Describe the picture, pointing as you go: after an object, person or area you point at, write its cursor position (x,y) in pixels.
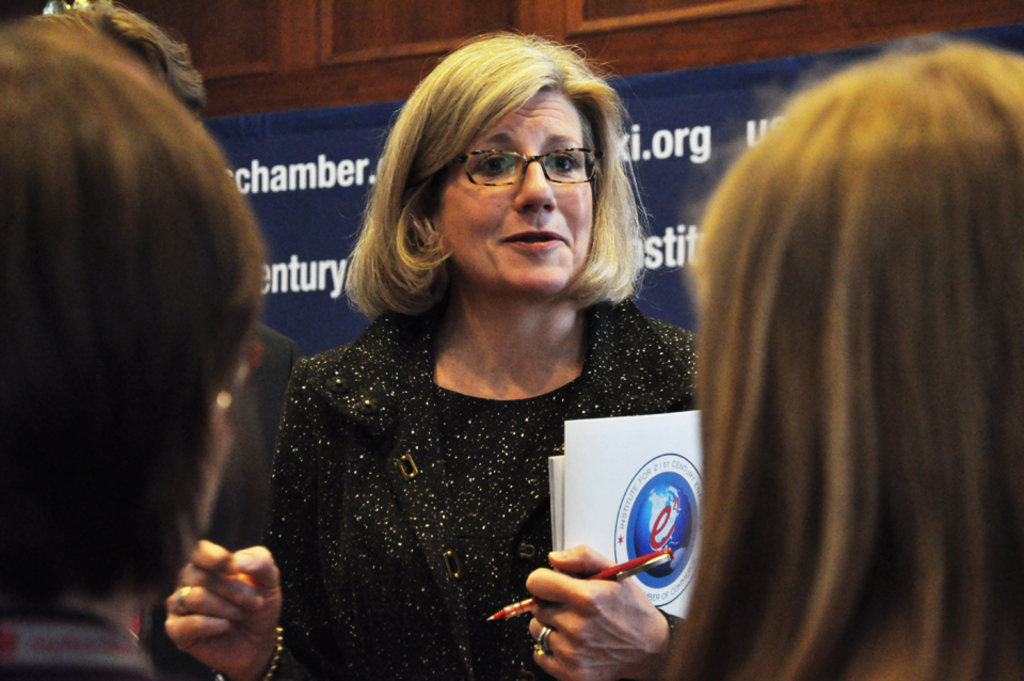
In this image I can see group of people (429,451). In front (450,448) the person (482,452) is wearing black color dress (482,452) and holding few cards (611,486) and the pen (494,616). In the background (672,209) I can see the banner (687,108) in blue color and I can see few cupboards (681,42) in brown color.
